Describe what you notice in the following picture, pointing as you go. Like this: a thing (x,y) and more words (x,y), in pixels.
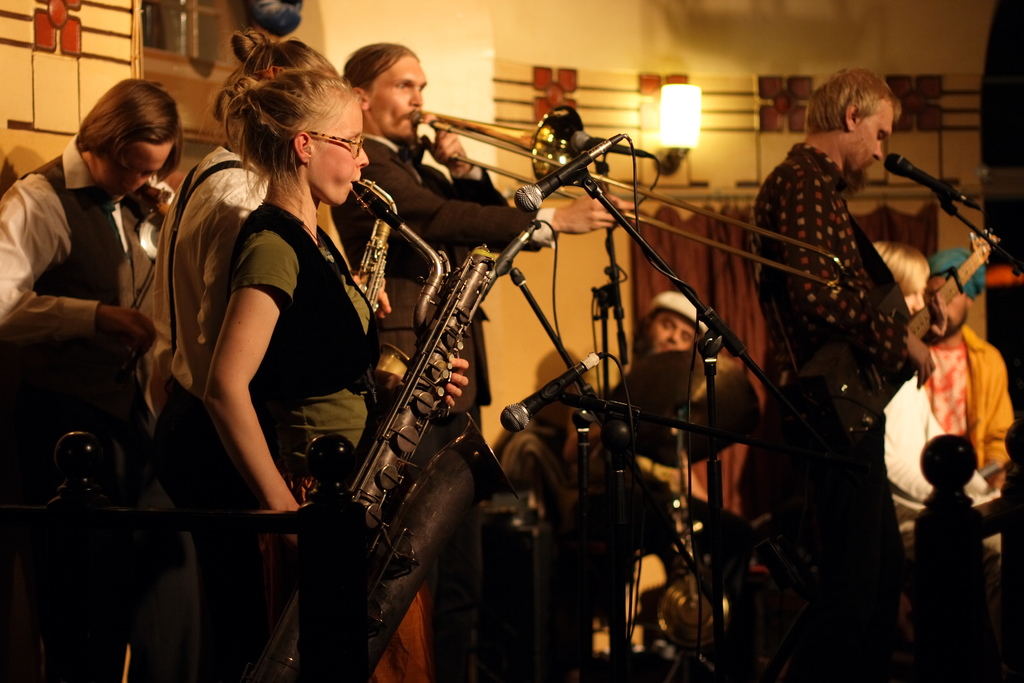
In the image in the center (470,363), we can see a few people (489,182) are standing and holding some musical instruments (373,270). In front of them, we can see microphones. In the background (681,164) there is a wall (645,182), light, few people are sitting and some musical instruments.
